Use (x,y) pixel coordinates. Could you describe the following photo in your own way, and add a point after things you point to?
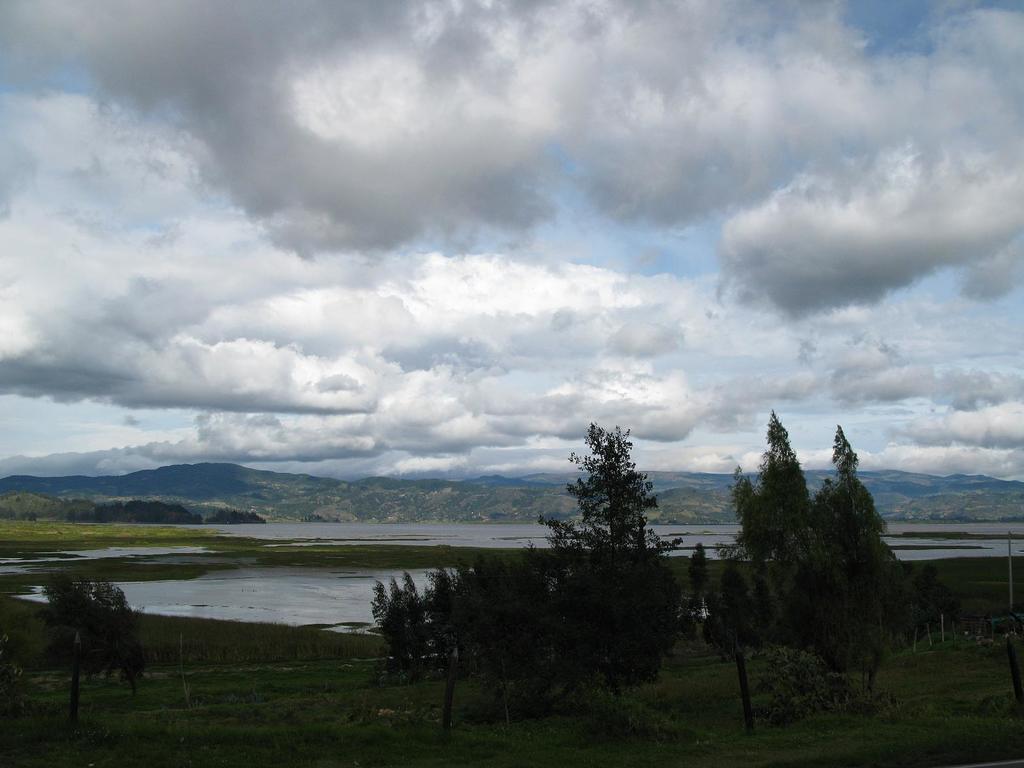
In this picture we can see grass (935,744), trees (916,611), poles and water (213,608). In the background of the image (199,493) we can see hills (938,484) and sky (791,417) with clouds (664,341).
